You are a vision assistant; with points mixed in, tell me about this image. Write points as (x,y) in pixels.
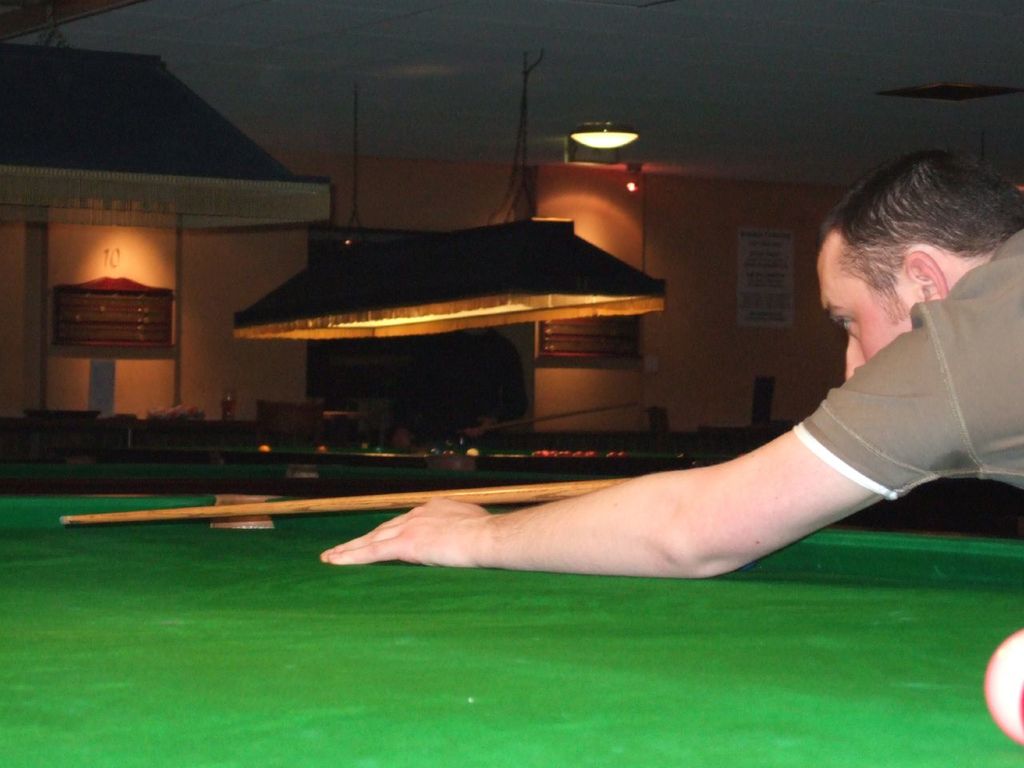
Here in this picture we can see a snooker board (729,678) and on the right side (920,436) we can see a person (904,450) holding a cue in his hands (461,532) and aiming and at the top (468,250) we can see lights (475,244) present.
